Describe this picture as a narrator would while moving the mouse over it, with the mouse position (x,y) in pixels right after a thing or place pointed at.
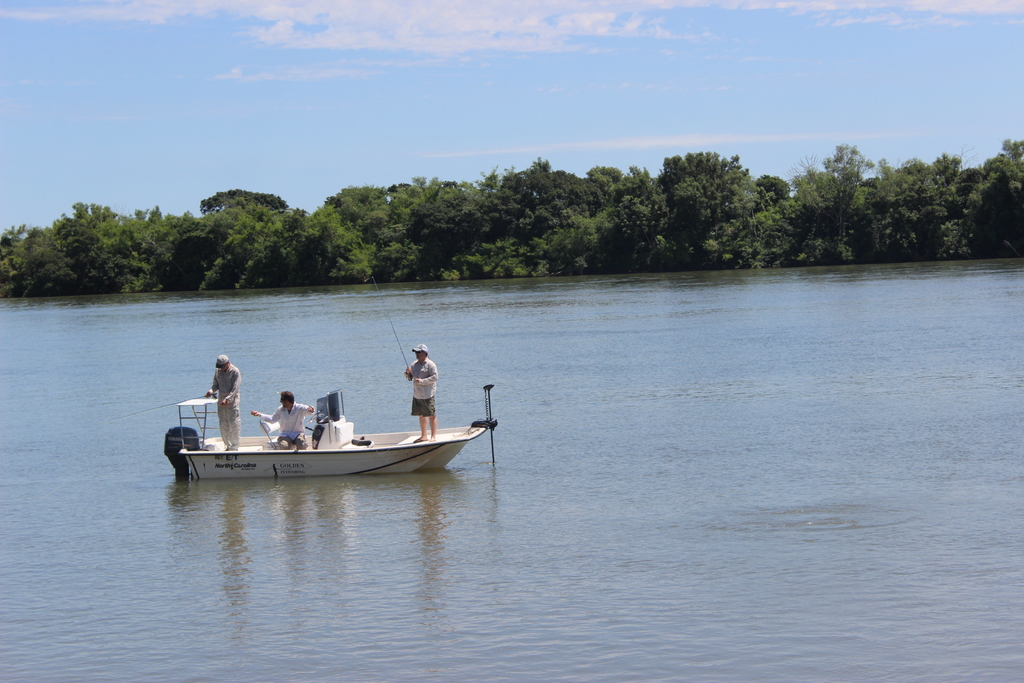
In this picture there is a boat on the water (157,318) and there are two persons (237,429) standing and there is a person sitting on the boat (354,448). At the back (432,277) there are trees (432,277). At the top (358,154) there is sky (324,117) and there are clouds (560,22). At the bottom (814,545) there is water (825,524) and there is a reflection (291,531) of boat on the water (333,536).
